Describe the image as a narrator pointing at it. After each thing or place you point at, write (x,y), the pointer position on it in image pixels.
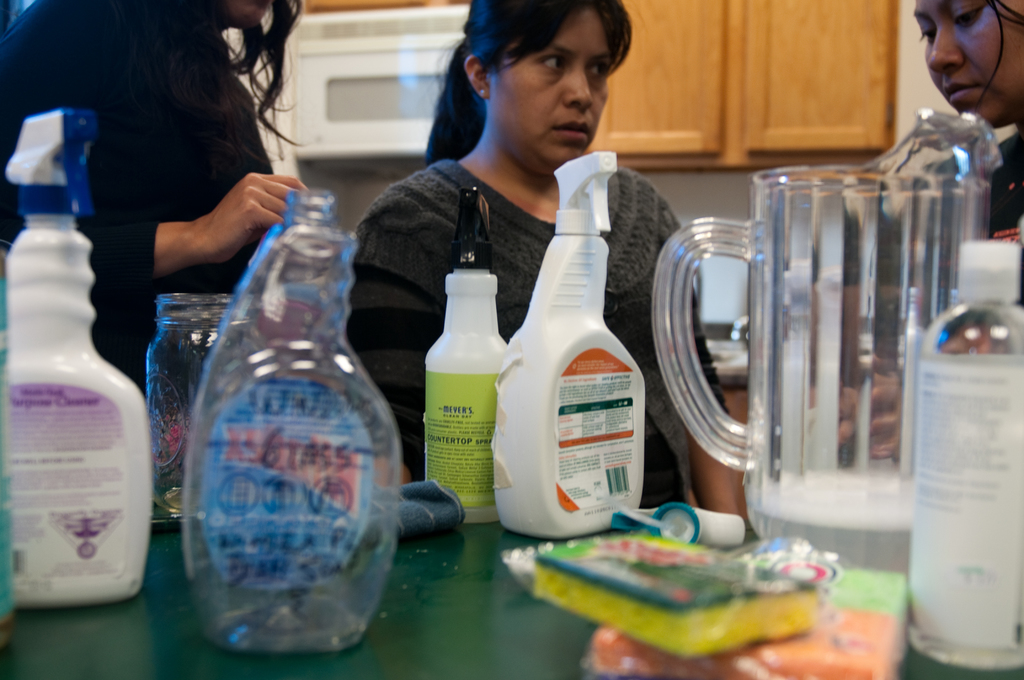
In this image we can see a group of people (268,123) are standing on the floor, and in front (465,399) here is the table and jar (783,297) and some objects (960,404) on it.
